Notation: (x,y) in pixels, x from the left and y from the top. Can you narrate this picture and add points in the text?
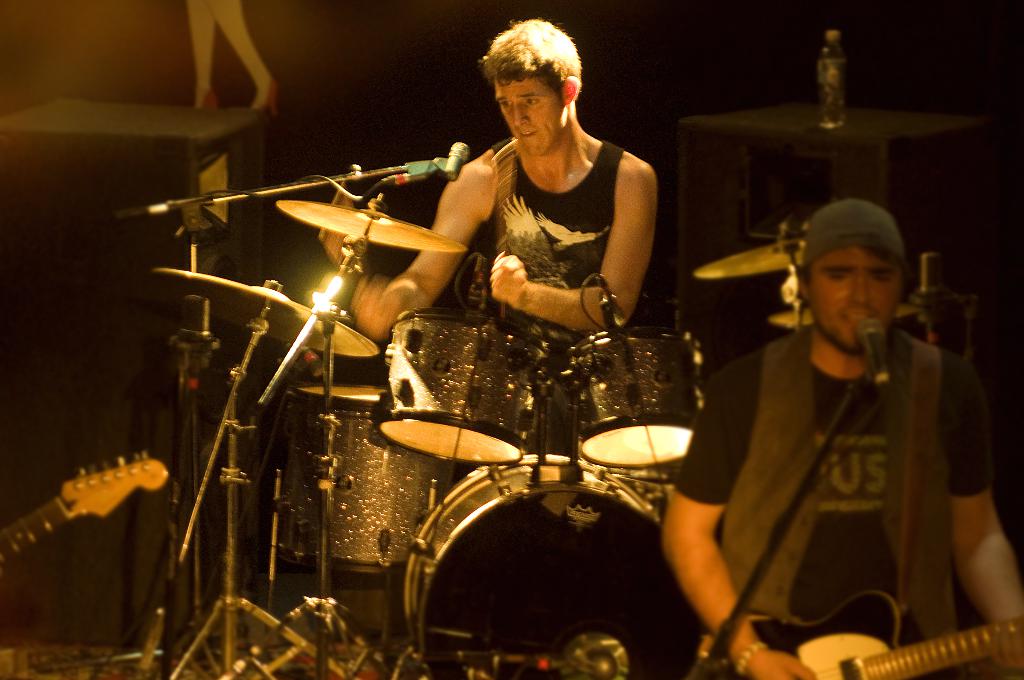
In this image in the middle (507,233) there is a man (553,287) he is playing drums (481,340). On the right (832,507) there is a man (842,544) he is playing guitar (893,632) and he is singing in front of mic (873,366). In the background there are many drums (428,484) and guitar (129,490).
